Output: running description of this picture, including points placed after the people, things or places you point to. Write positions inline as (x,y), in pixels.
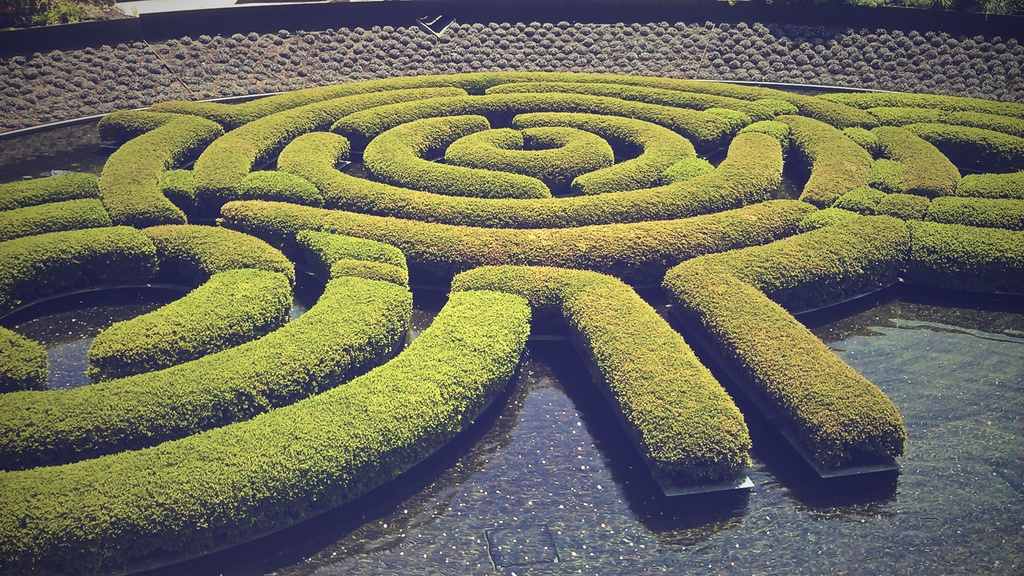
In this image we can see plants (609,305) in the water (566,517), also we can see the wall (46,26).
